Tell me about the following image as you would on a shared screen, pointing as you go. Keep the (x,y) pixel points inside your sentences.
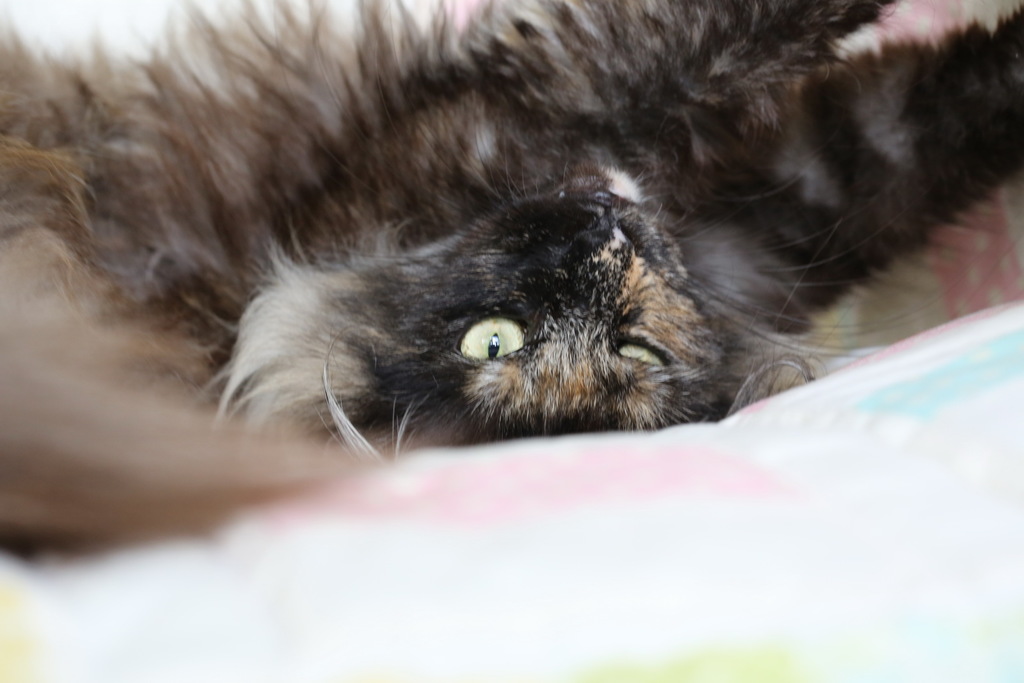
In this picture I can see a cat (623,280) in the middle (492,327), it is in black and brown color.
